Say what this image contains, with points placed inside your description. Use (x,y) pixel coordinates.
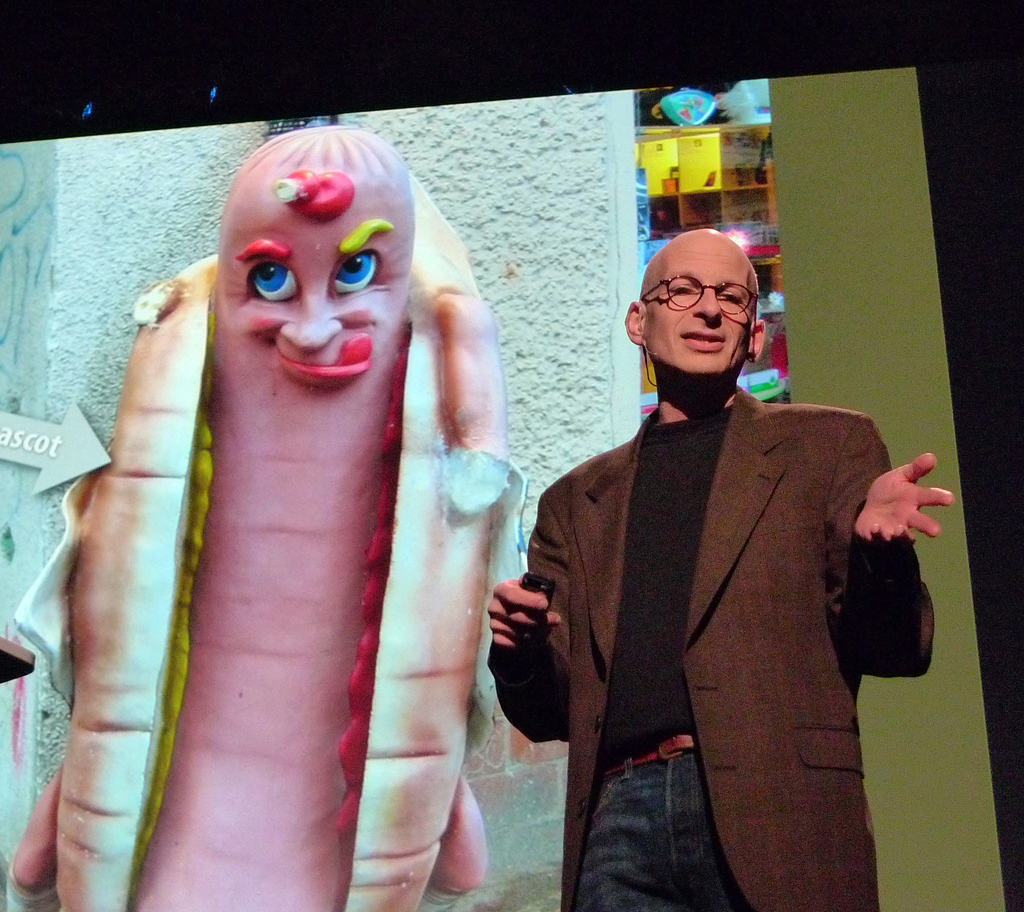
In this picture there is a man (621,543) who is standing near to the poster (616,286). This poster (366,541) looks like bread (426,810) and hot dog (324,260) who's having the nose (307,311), eyes (269,289) and mouth (343,369). In the back (765,177) I can see the wooden shelves (746,216).
